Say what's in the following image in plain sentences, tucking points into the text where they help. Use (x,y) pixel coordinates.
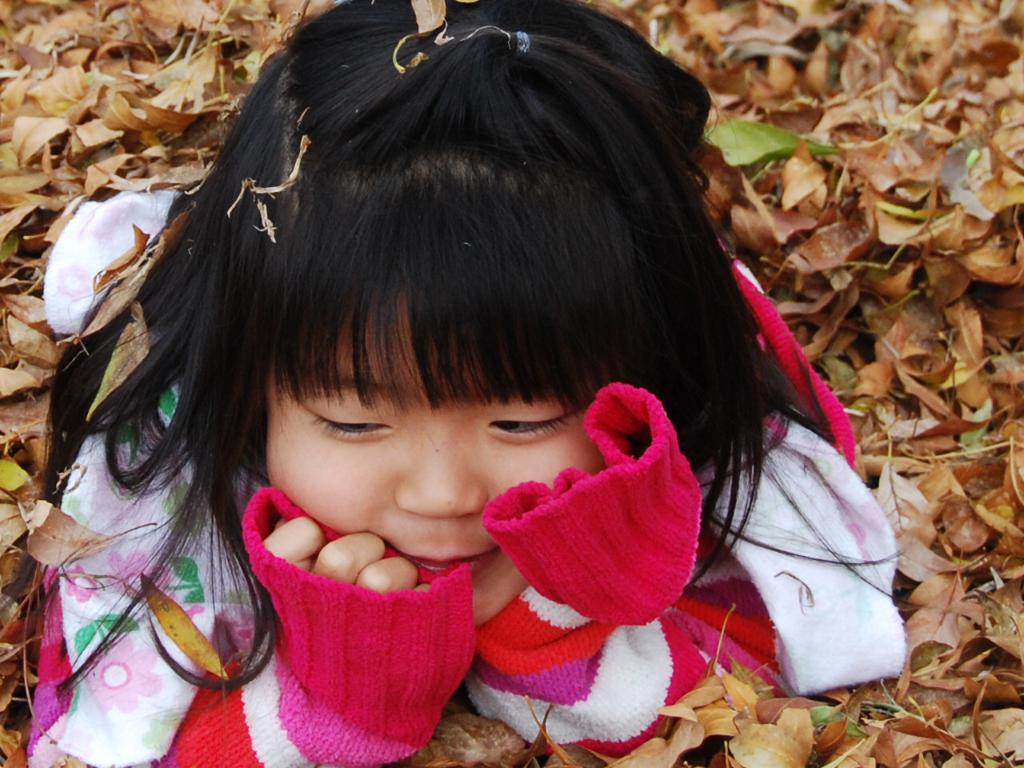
In this image we can see one girl (396,452) lying on the dried leaves (854,704) and some dried leaves (20,511) on the ground (947,467).
